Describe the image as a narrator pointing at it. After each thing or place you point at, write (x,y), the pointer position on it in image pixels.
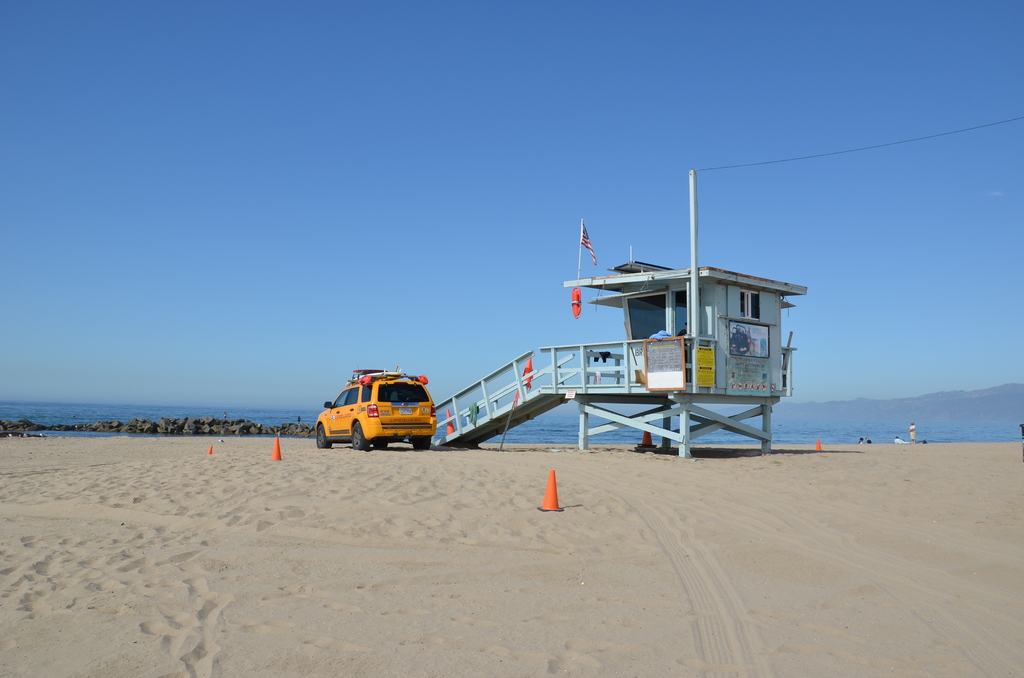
In this picture I can see the sand (411,498) and I can see few cones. In the middle of this picture (373,423) I can see a car (386,427) and beside to it I can see a shack (634,292), on which there is a flag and I see boards (736,339) on it. In the background (244,389) I can see the water (67,403) and the clear sky (471,187). I can also see few people (911,432) on the right side of this picture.
